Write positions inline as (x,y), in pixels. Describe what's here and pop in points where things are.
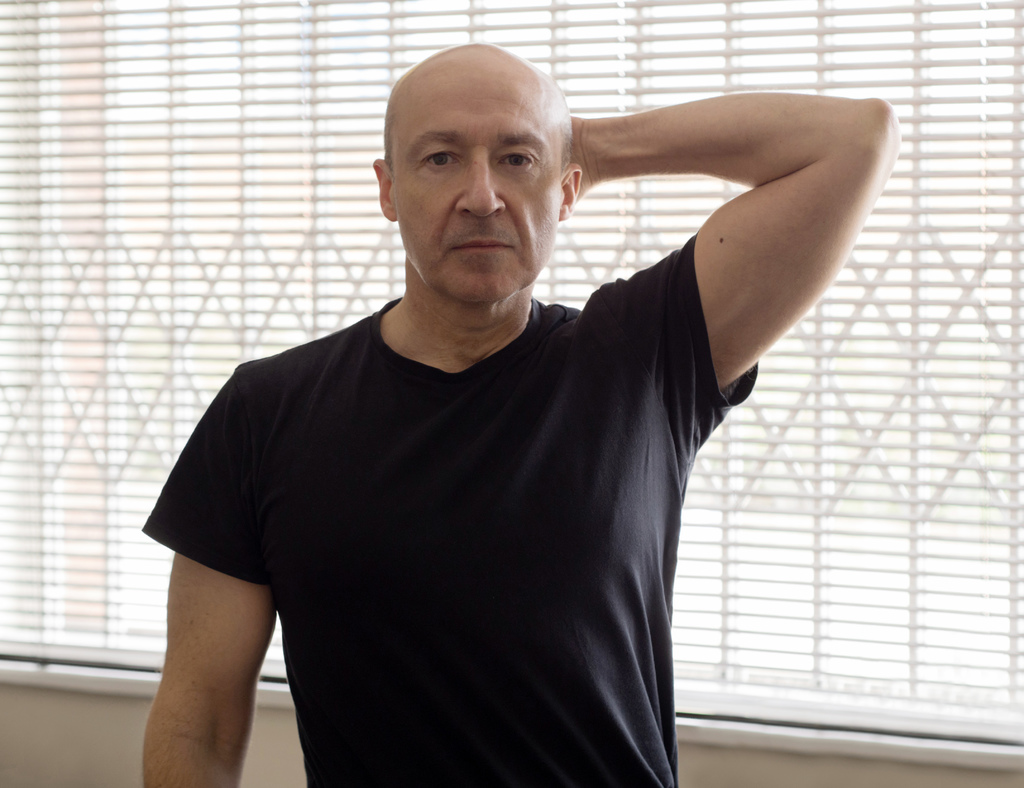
In the image we can see a person (714,330) wearing a black color T-shirt (486,413) and standing, in the background (917,207) we can see a window (803,385).
